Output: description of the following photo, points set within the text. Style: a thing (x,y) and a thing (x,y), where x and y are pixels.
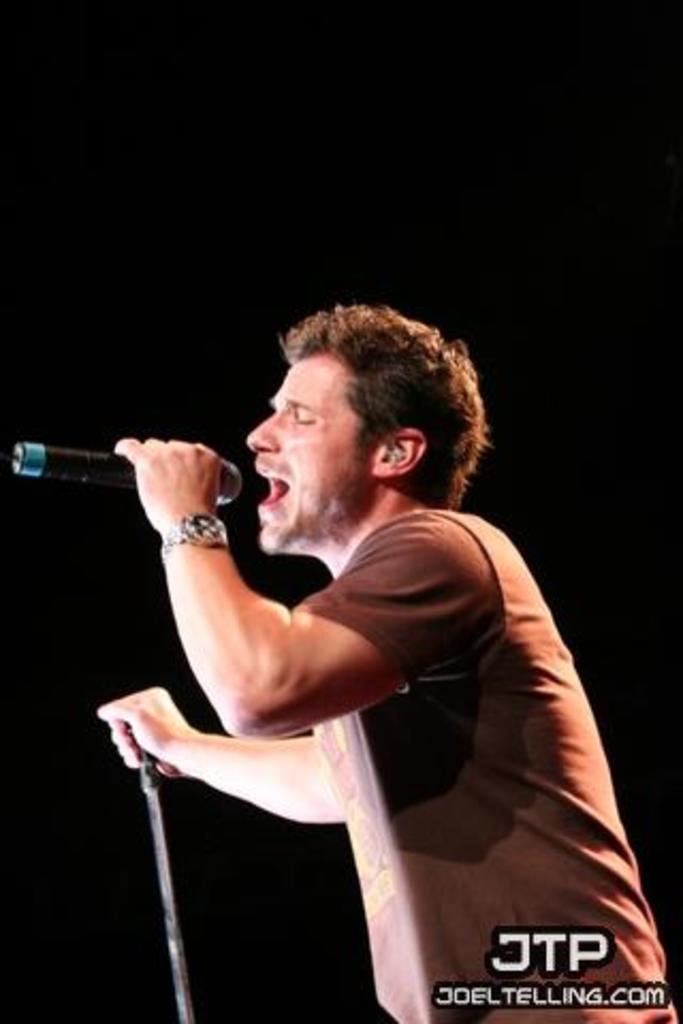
In this image there is a person (274,762) standing and holding a mike (114,453) in his hand (170,469) and in the other hand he is holding another object (181,1009). The background (86,488) is dark.
